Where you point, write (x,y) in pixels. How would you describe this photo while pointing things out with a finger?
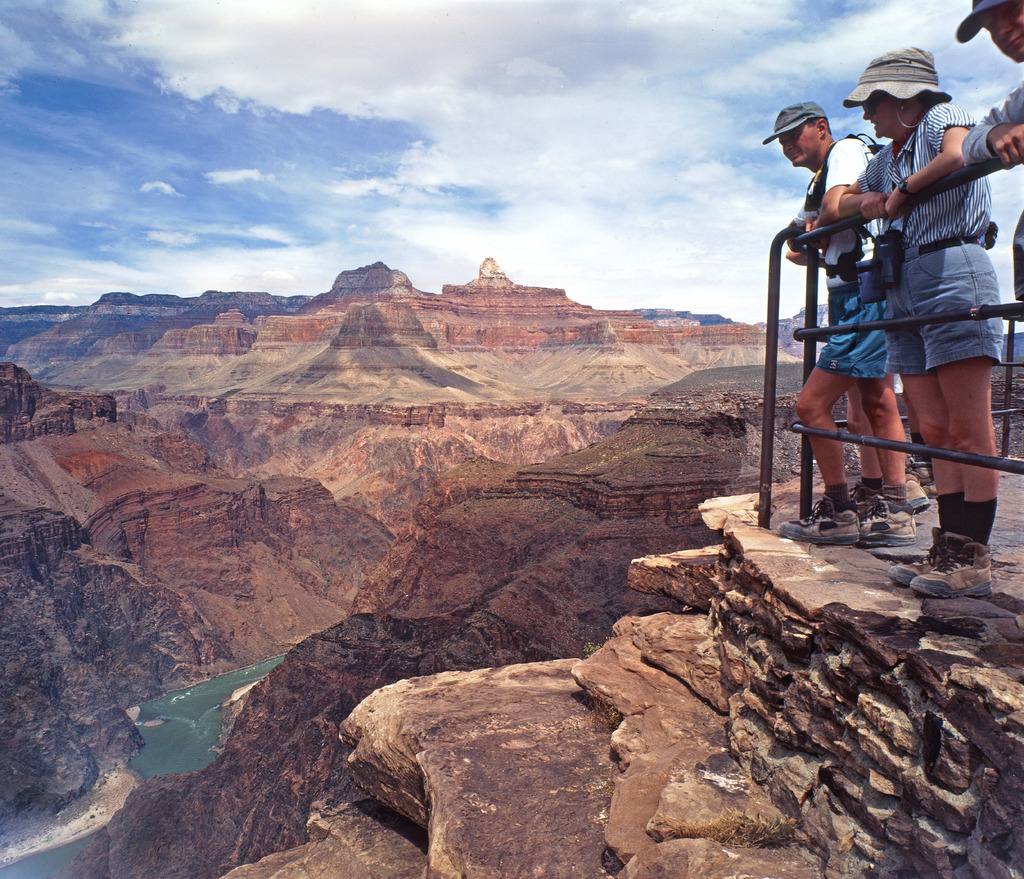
In this image on the right side (1021,278) there are three persons (902,352) who are standing, and at the bottom of the image (722,746) there are some mountains (535,774) and on the left side (148,736) there is one river (202,687). And at the top of the image (324,166) there is sky (555,125).
